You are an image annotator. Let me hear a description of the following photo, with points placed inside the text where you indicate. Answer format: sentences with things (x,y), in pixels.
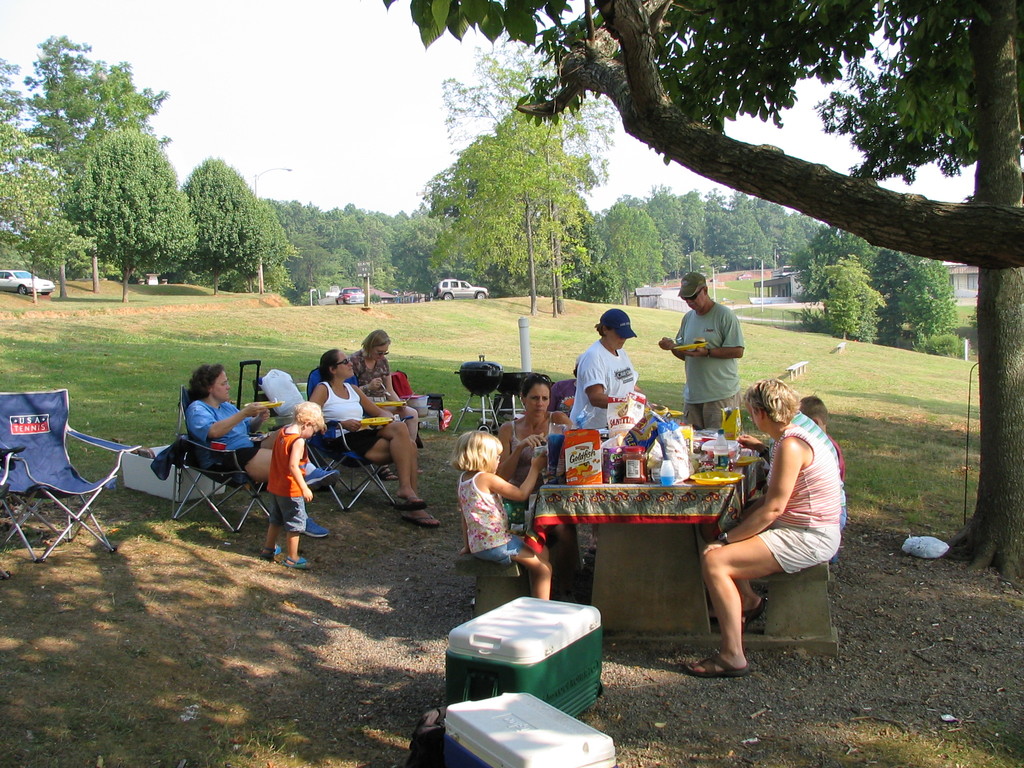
In this image we can see trees (281,204), street light (255,204), vehicles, plants (838,269), chairs (12,420), people (305,471) and we can also see some objects (675,441) placed on the table (677,536).
